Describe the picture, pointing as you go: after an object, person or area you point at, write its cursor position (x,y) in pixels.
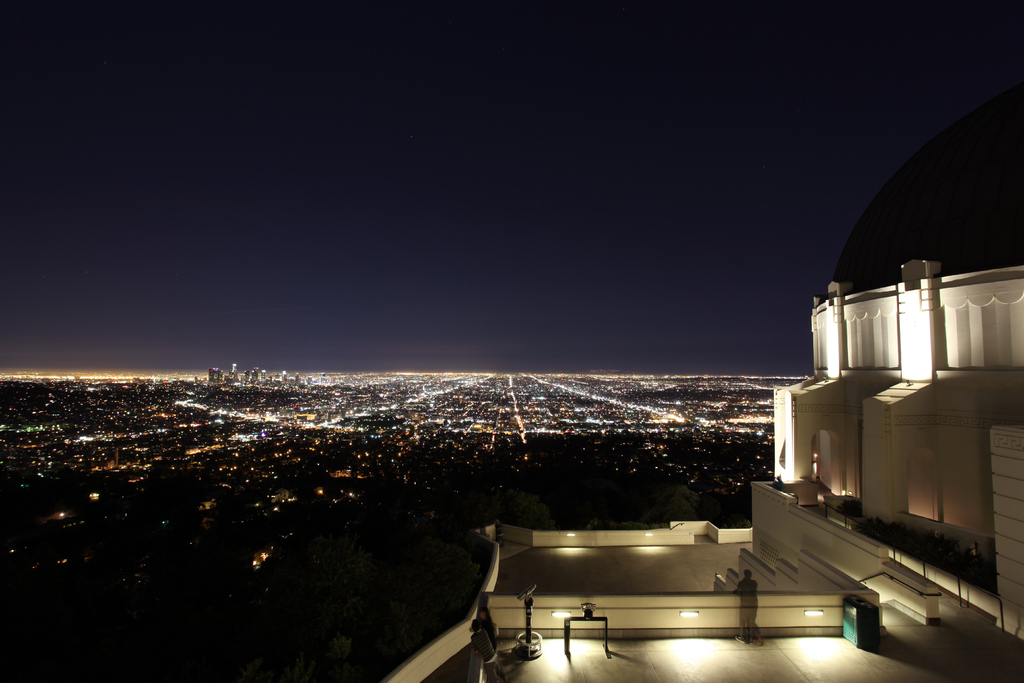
In this image, we can see a building (856,575) with walls (842,587), lights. Here we can see few people (748,594) are standing, some objects (531,635) and plants (984,586). Background we can see light (678,415) and sky (477,207).
